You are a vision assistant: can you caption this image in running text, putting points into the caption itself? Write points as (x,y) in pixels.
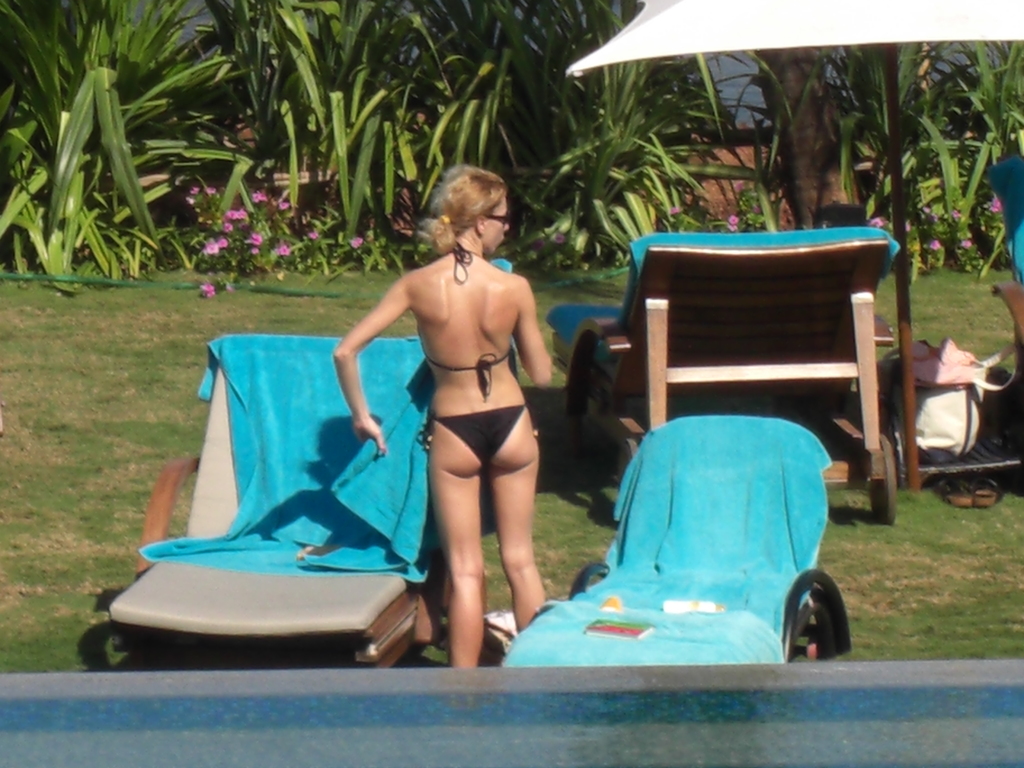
The women (454,400) standing here is wearing a bikini (473,427) and catching a blue towel (365,461) in her left hand (382,446) and there are trees (387,151) in the background (529,111).
